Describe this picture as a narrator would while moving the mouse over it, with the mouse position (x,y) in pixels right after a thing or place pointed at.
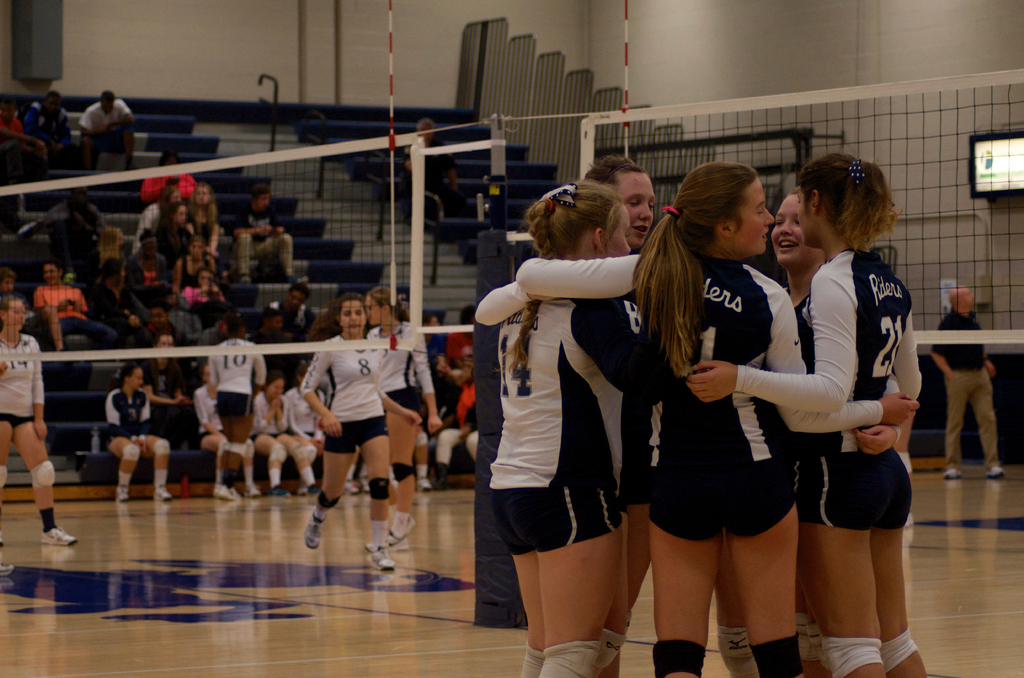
In this picture there are group of people (684,266) standing. At the back (595,120) there is a net (595,120) and there is a screen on the wall (1005,297) and there is a railing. On the right side of the image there is a man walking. On the left side of the image (202,285) there are group of people (75,236) sitting and there are group of people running and there is an object (20,69) on the wall (189,96) and there is a railing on the staircase (368,246). At the bottom (251,614) there is a floor (152,642).
